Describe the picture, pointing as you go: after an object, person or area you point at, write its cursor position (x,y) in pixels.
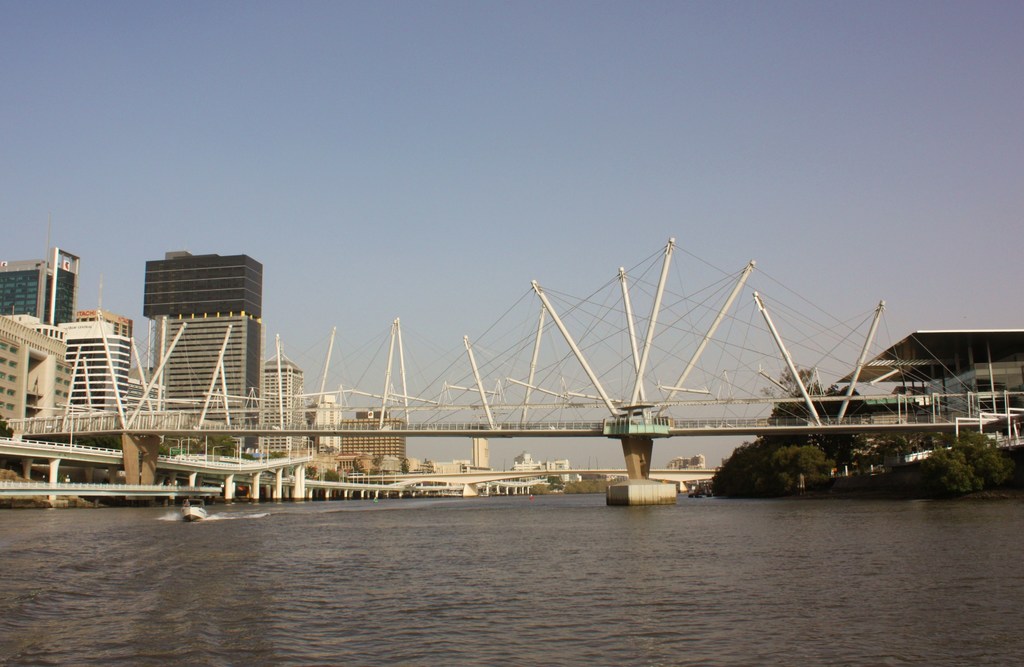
In this image we can see bridges (466,472). At the bottom (353,519) there is water (379,585) and we can see a boat (200,513) on the water (213,549). In the background (243,353) there are buildings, trees (817,438) and sky (469,306).
